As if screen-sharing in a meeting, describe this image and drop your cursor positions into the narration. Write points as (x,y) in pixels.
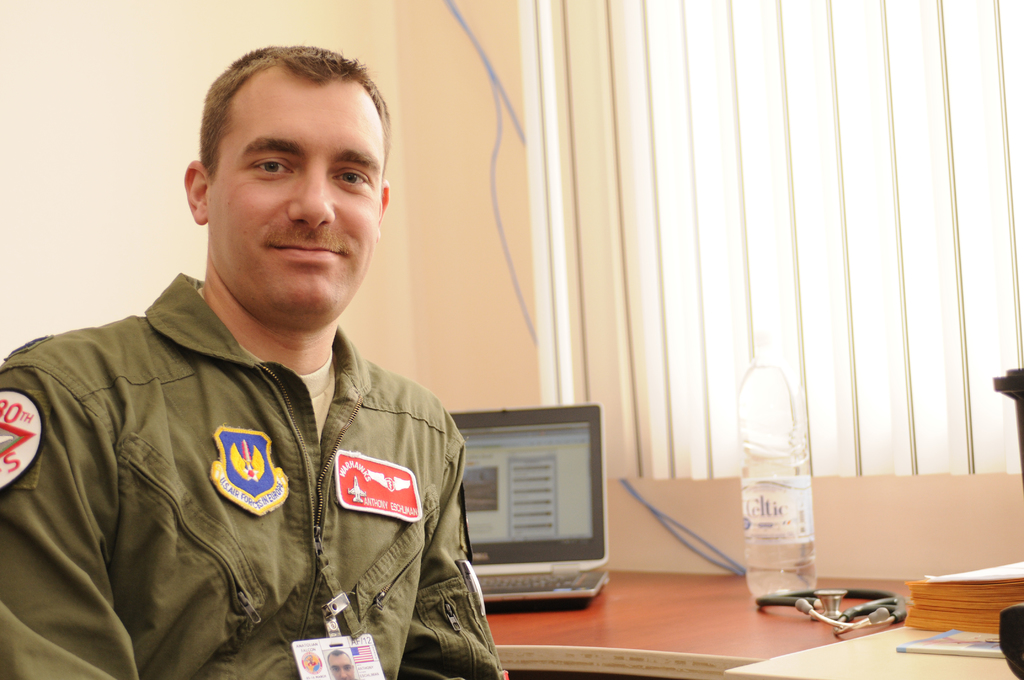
This picture is clicked inside. On the left (302,122) there is a man (226,448) wearing jacket (194,472) and smiling and seems to be sitting. On the right (751,644) we can see the tables (733,635) on the top of which papers (978,607), stethoscope (861,610), water bottle (758,528) and a laptop (573,558) and some other items (1009,636) are placed. In the background (473,64) we can see the wall (425,103), window (566,199) and the window blind (753,271).
